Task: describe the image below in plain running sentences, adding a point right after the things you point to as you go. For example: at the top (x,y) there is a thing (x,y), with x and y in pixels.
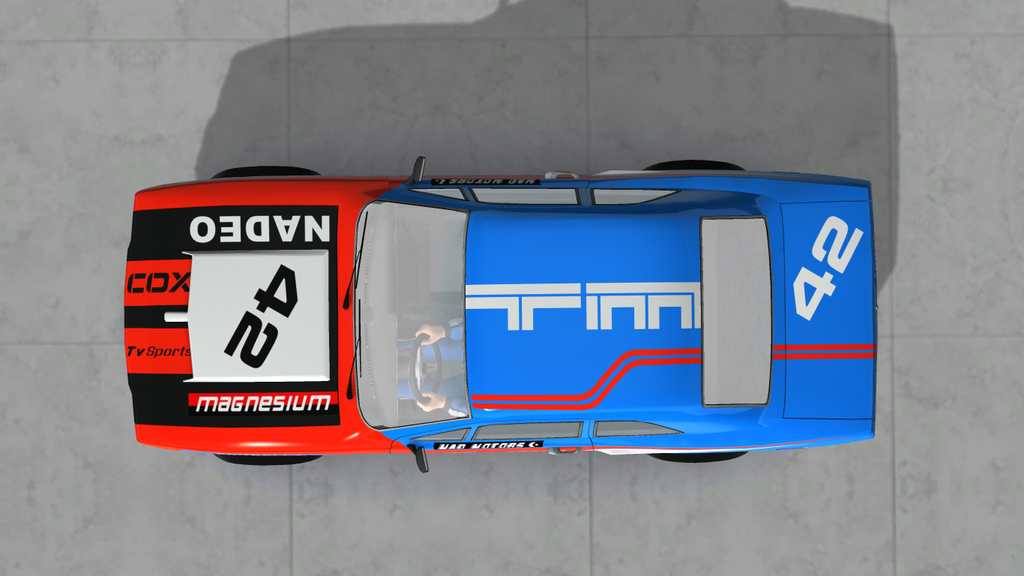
This picture seems to be clicked outside. In the center (498,197) there is a car (864,292) seems to be parked on the ground (193,23) we can see the person (452,353) sitting in the car (474,362) and we can see the text (244,229) and numbers (265,347) on the car (415,374). In the background (307,164) there is a shadow (402,30) of a car (591,362) on the ground (630,144).
